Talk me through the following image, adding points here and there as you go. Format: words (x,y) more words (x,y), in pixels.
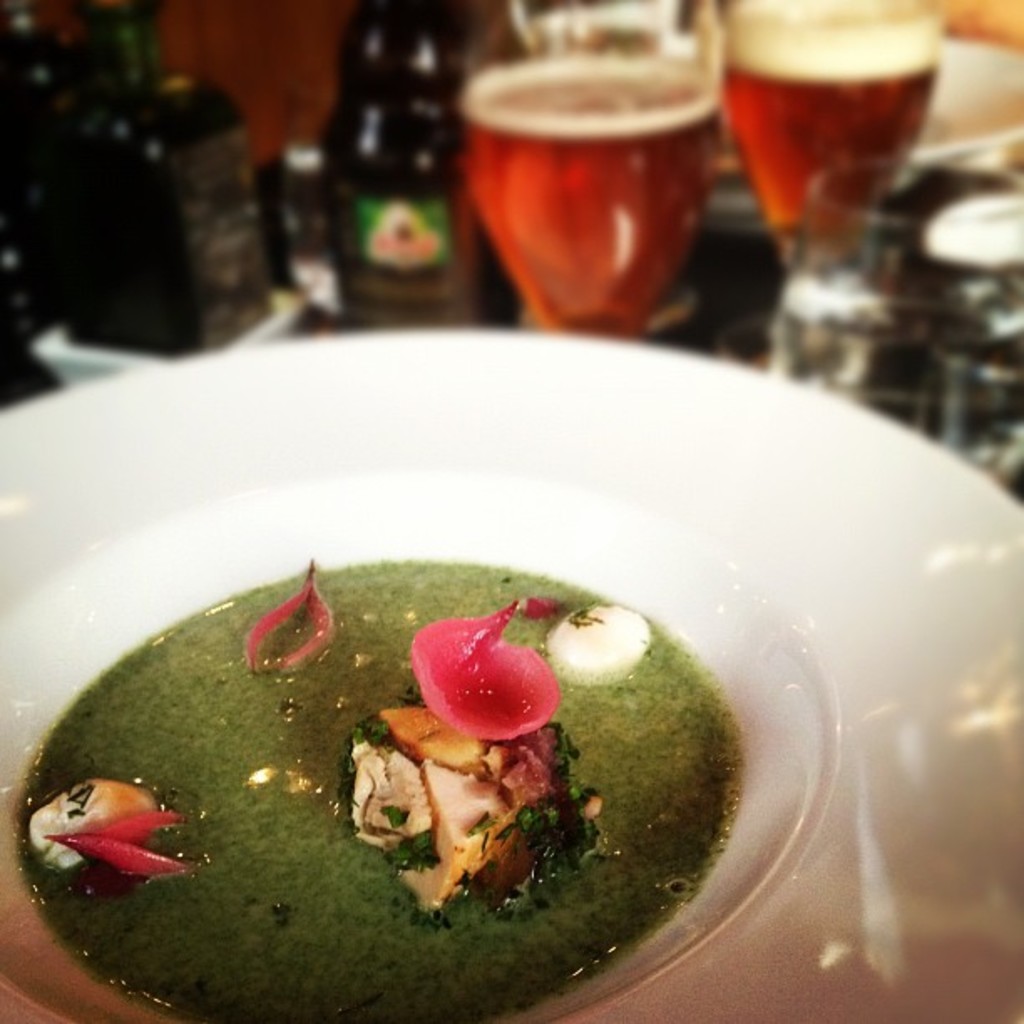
In this image, we can see a white color container (658,484) and we can see some glasses (708,136).
